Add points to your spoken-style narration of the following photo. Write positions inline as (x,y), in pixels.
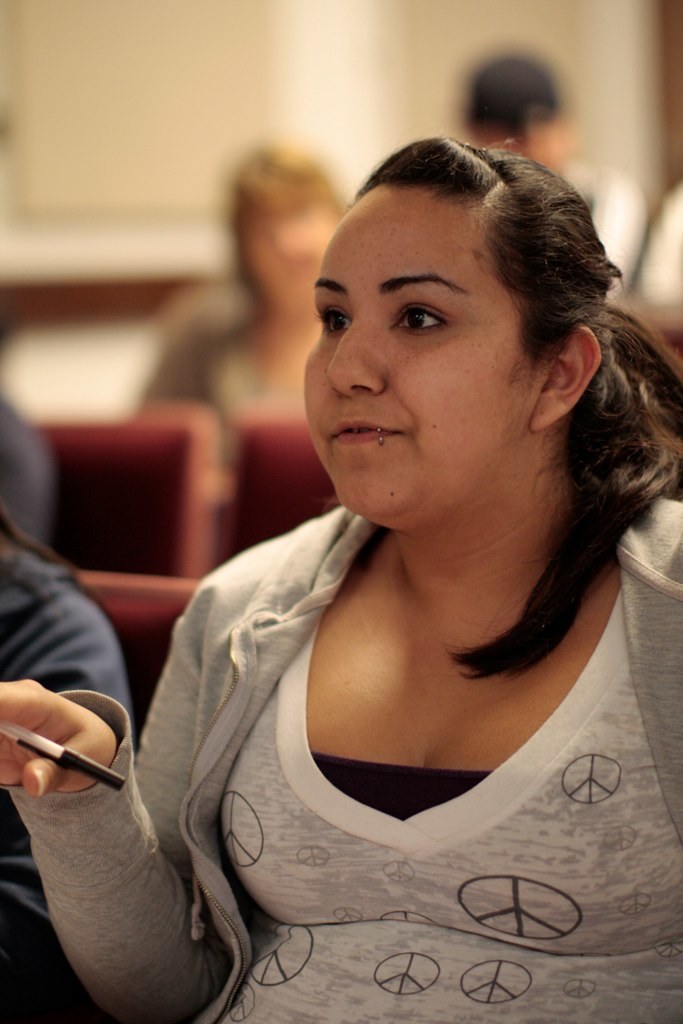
In this image, we can see a few people (302,641). Among them, there's a lady (419,684) wearing some clothes (281,735) is holding an object (93,763). There are some chairs (186,515) and the background (357,35) is blurred.
